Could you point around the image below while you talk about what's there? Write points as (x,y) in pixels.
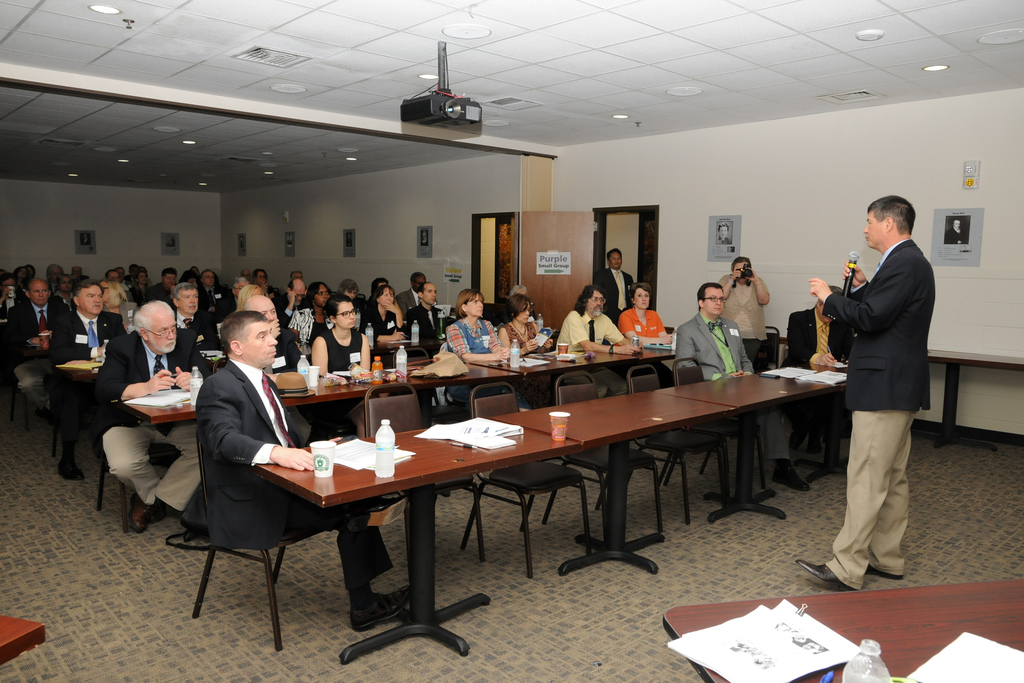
Group of people (133,297) sitting on the chairs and few persons (759,338) are standing, this person (760,295) holding camera (741,270), this person (868,311) holding microphone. We can see papers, glasses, cups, bag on the tables (719,394). This is floor (571,589). On the background (628,158) we can see wall (784,233), door (566,223), posters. On the top (445,100) we can see lights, projector (426,114).
